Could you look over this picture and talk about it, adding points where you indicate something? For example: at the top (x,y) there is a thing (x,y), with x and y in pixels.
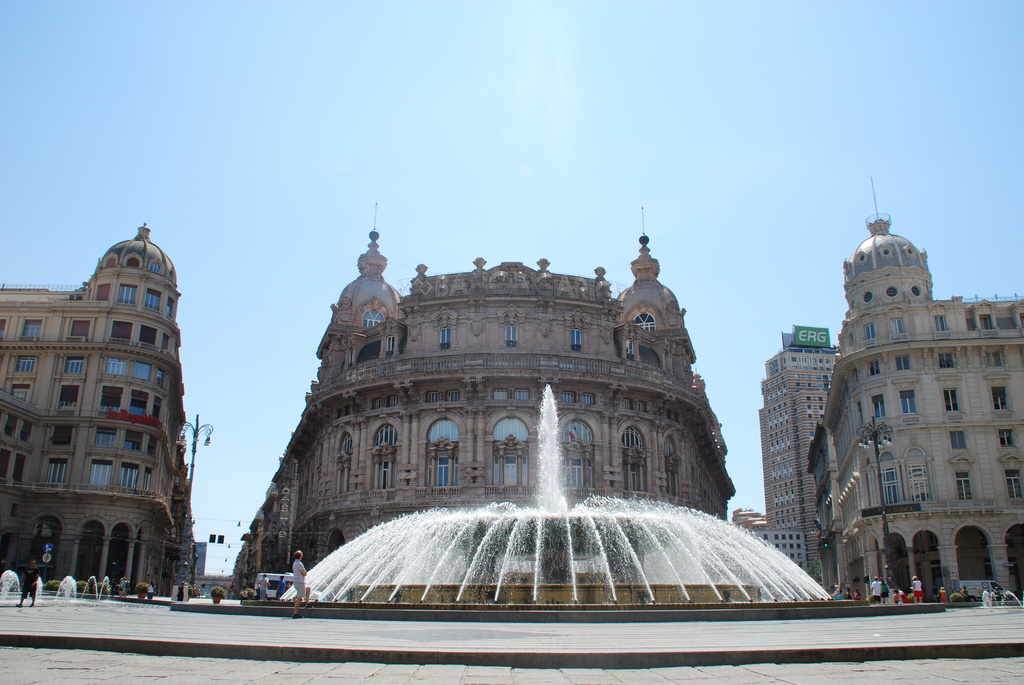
In this picture I can see the path (40,664) in front (320,677) and I can see the fountains (350,558), number of people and few plants (140,585). In the middle of this picture (379,380) I can see the light poles (184,573) and number of buildings (538,378). In the background (123,79) I can see the clear sky (848,203). I can also see few vehicles (290,576).
